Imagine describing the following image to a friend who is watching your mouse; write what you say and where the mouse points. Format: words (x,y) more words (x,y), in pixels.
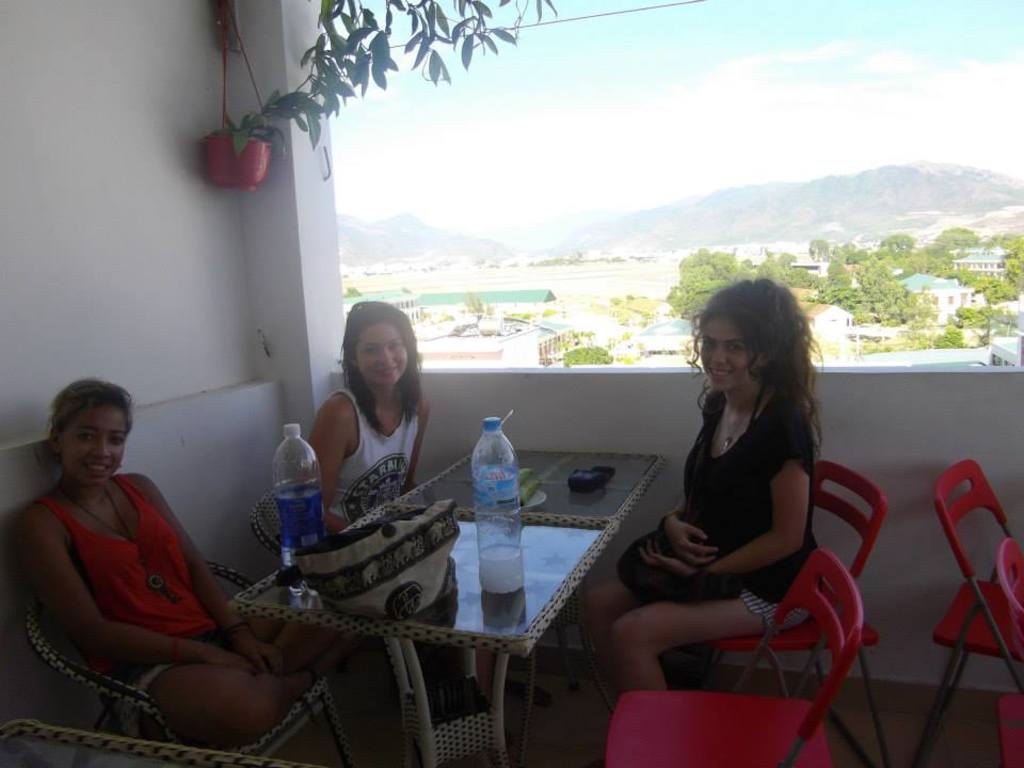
As we can see in the image, there is a plant (351,58), sky (612,54), hill (797,229), trees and three people (778,377) sitting on chairs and there is a table (411,714). On table (415,639) there is a handbag (378,544) and bottles (317,529).
